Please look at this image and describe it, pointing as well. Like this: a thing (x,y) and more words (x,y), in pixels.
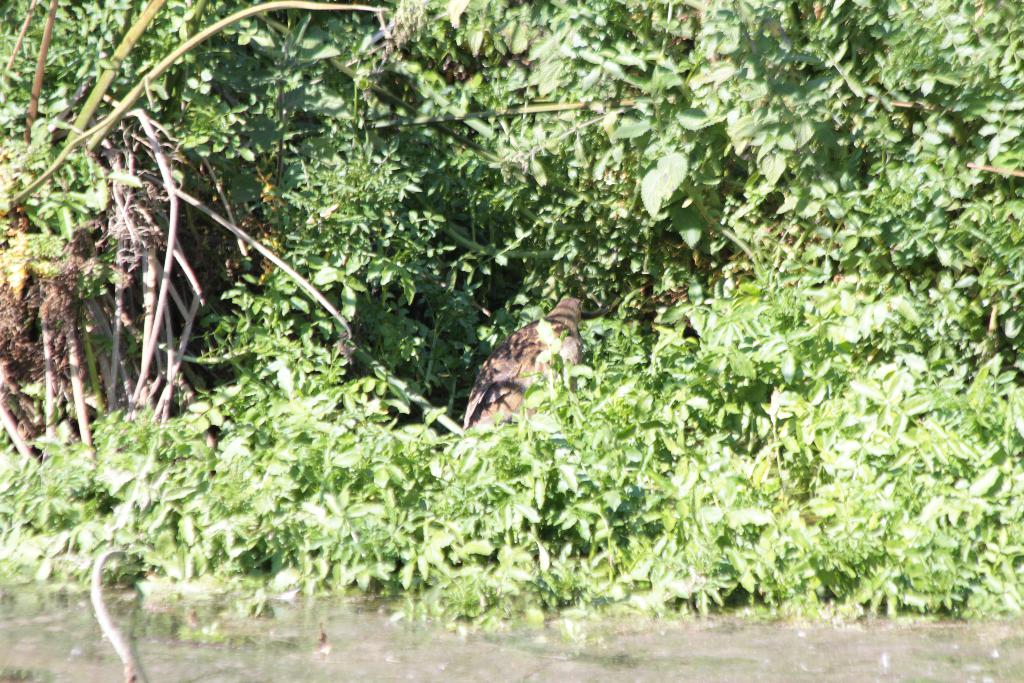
In this image there is water (395,600) at the bottom (316,605). There is a bird (571,314) in the foreground (523,361). There are trees (496,231) in the background (381,314). And there are trees (174,276) on the left (174,276) and right corner (943,475).
